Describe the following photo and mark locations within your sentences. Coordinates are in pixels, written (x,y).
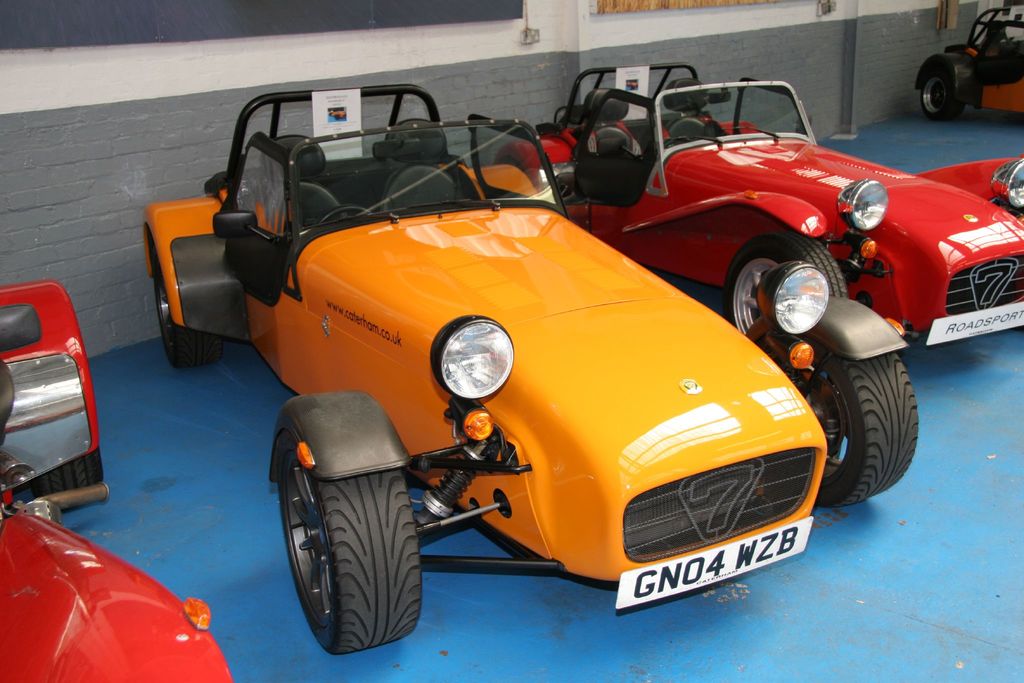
In this picture we can see some vehicles (699,251) are parked on the path (587,612) and behind the vehicles (335,228) there is a wall (89,129).
